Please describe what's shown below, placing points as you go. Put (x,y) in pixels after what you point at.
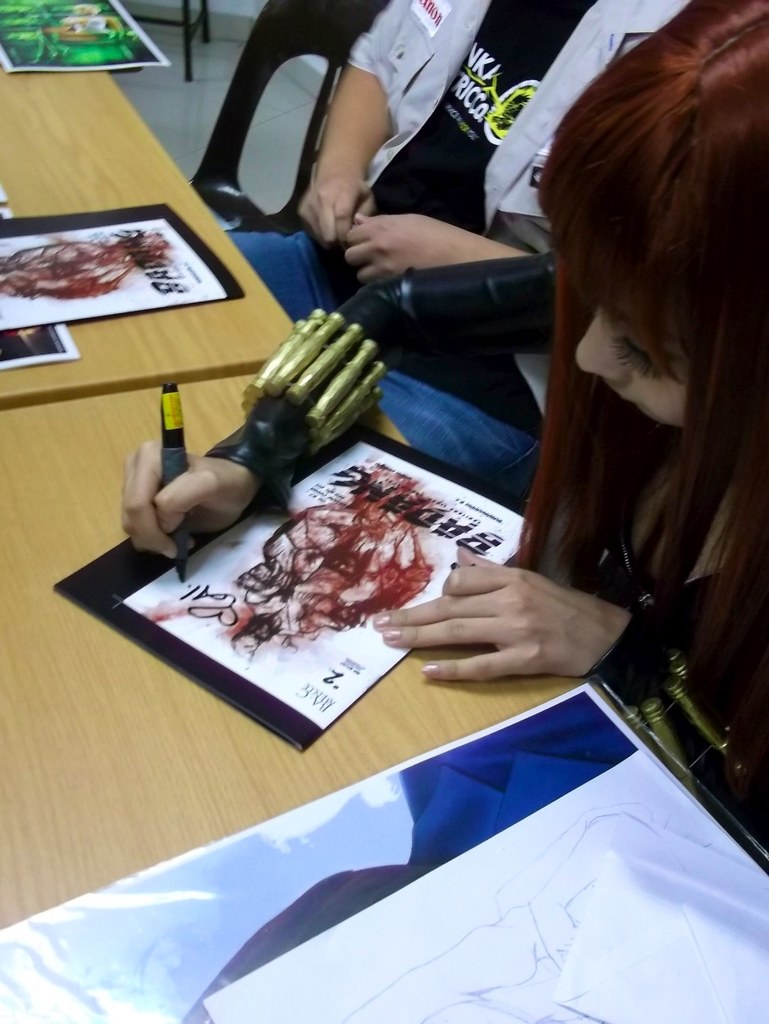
In this image I can see few people (456,277) are sitting and I can see she is holding a pen (182,450). I can also see few tables (5,124) and on these tables (46,94) I can see few papers (467,906). On these papers (206,596) I can see few drawings (269,645).
